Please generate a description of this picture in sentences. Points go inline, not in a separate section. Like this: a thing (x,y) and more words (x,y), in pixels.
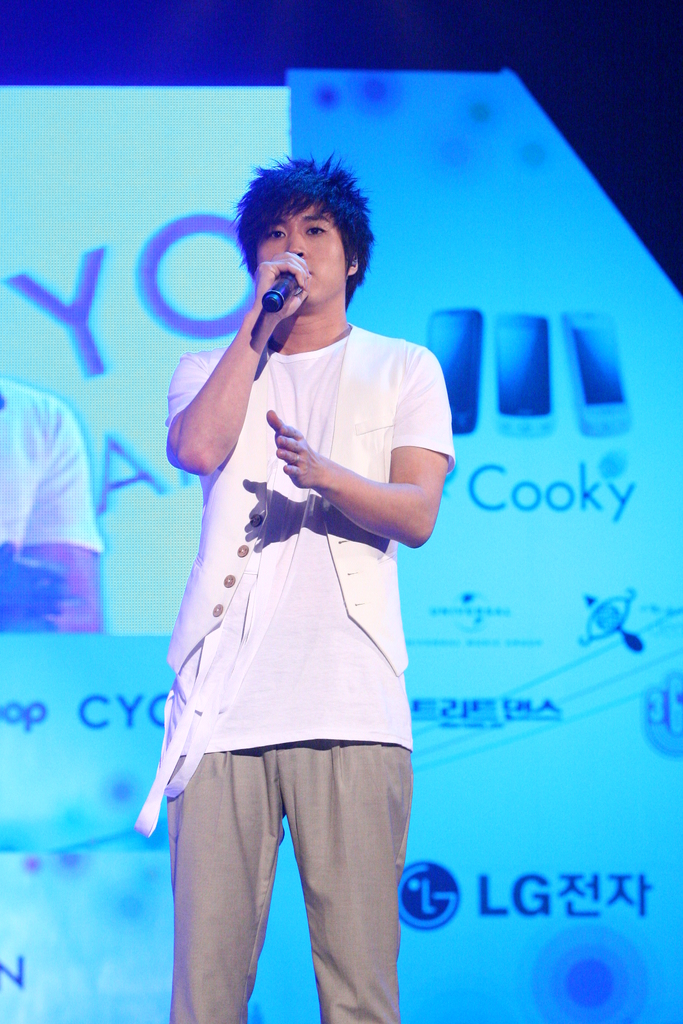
In the picture I can see a man (287,588) is standing and holding a microphone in the hand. The man (310,556) is wearing a white color clothes (314,623) on top and a pant (313,898). In the background (49,667) I can see a screen (32,627) which has something display on it.
